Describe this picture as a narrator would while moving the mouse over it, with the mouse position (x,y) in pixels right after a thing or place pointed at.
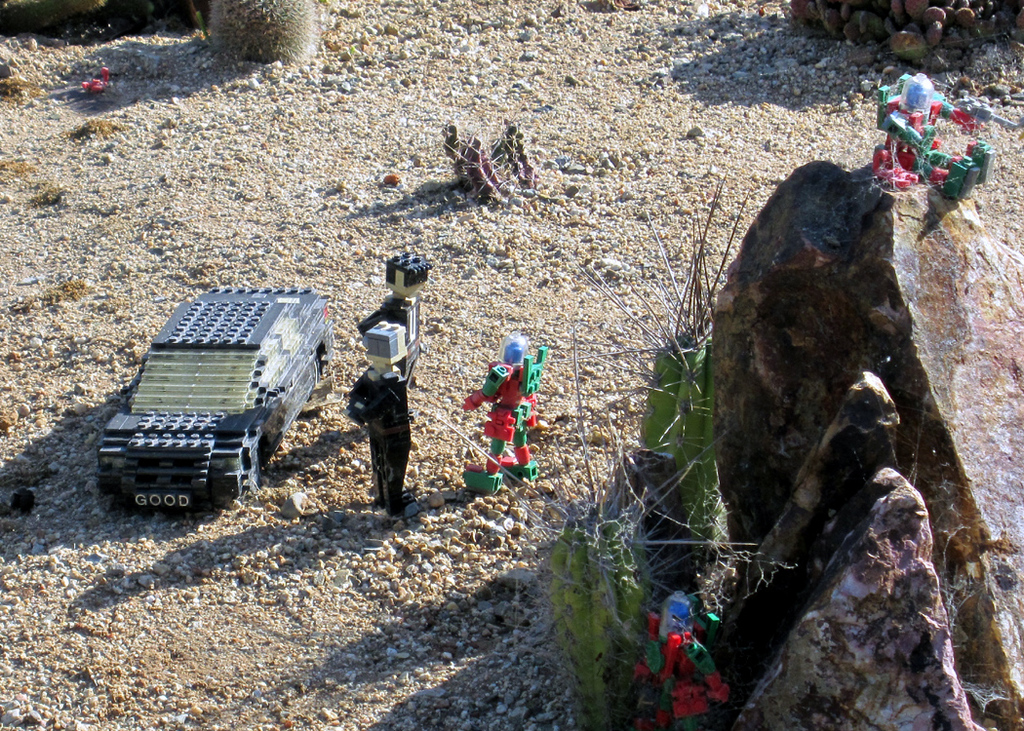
In the image we can see some toys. At the bottom of the image (13,609) we can see some stones (326,529) and sand (138,550).
